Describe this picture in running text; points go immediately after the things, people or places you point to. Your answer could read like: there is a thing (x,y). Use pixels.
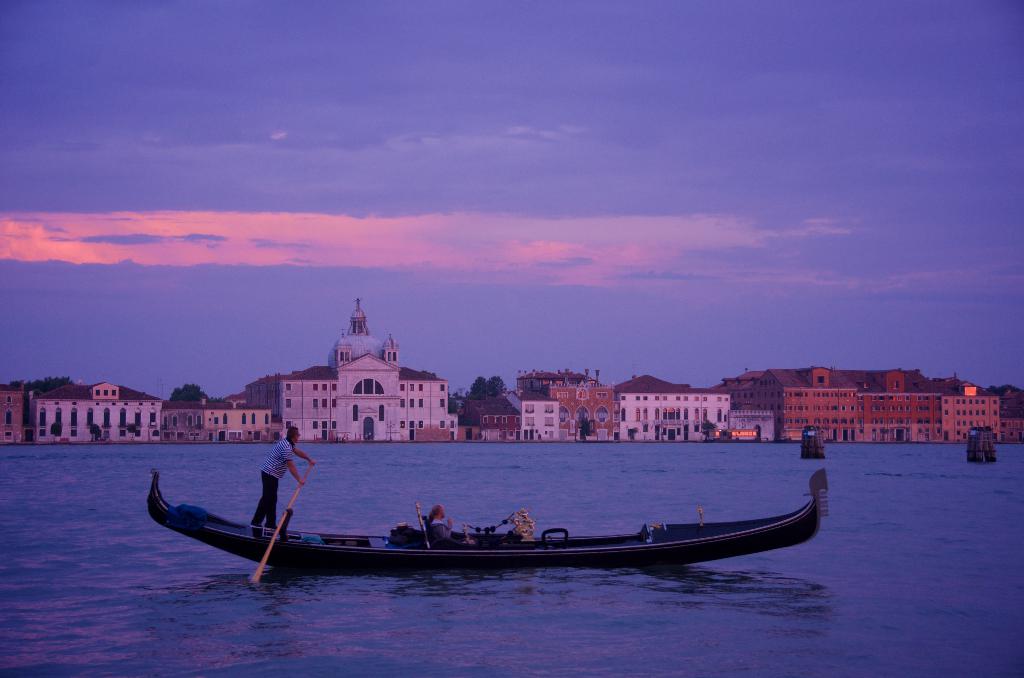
In this image, we can see a person (441,526) sitting on the boat (352,537) and there is another person (275,511) rowing. At the bottom (539,615), there is water (560,595) and in the background (284,392), there are trees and buildings (847,410). At the top (397,166), there is sky (472,192).
